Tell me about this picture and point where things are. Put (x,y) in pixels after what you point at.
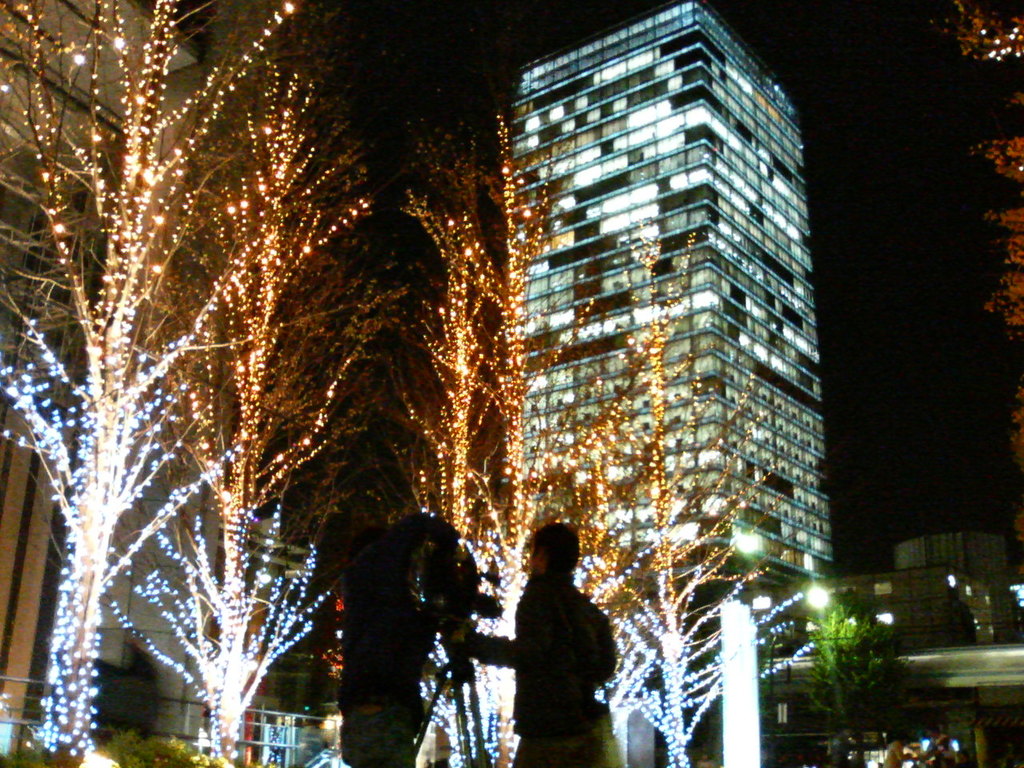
In this image in front (566,665) there are two people (578,671) standing in front of the camera (433,581). In front of them there are trees (319,459), lights (89,506), buildings (757,361). In the background of the image (930,331) there is sky (927,172).
